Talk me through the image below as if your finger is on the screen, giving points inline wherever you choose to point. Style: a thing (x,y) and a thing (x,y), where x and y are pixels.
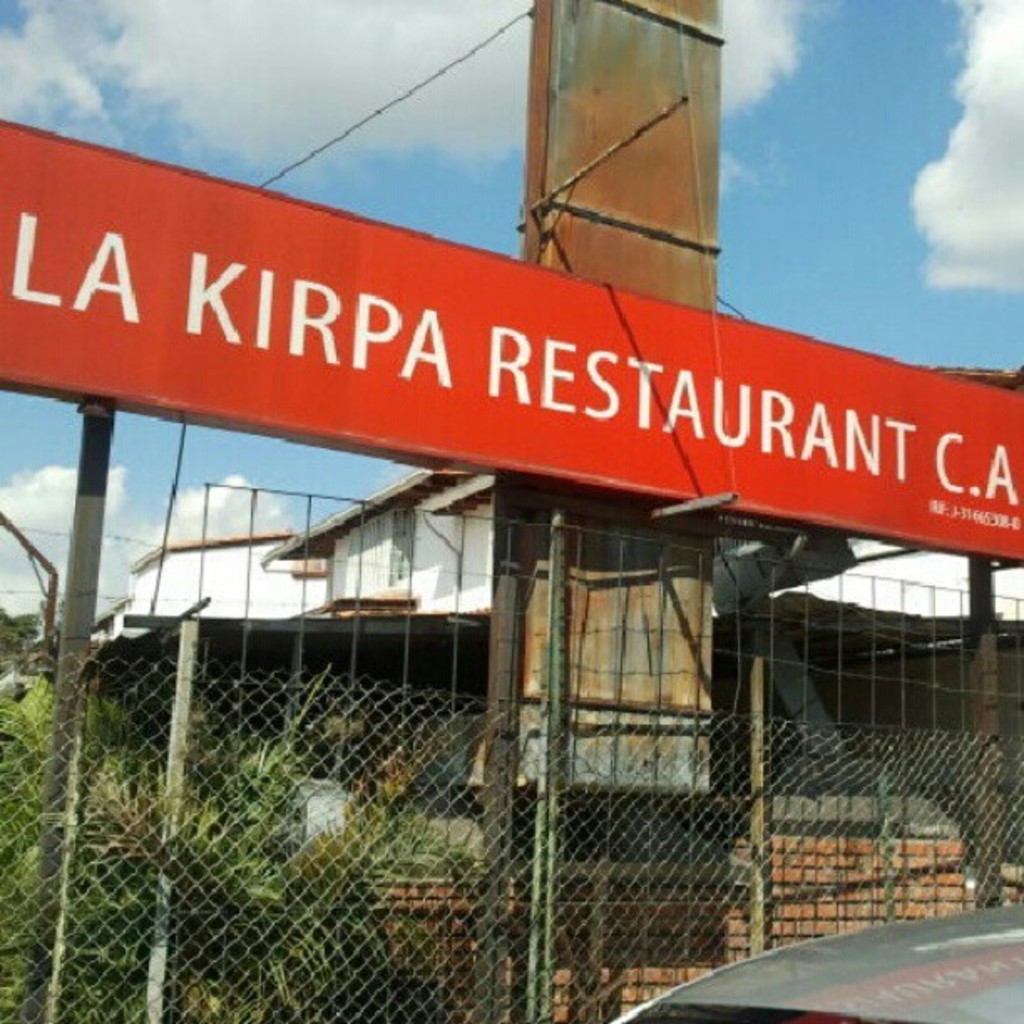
In this image we can see a house (178,550), a fence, there are plants (19,719), trees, there is a vehicle (786,997), a board (562,275) with text (363,324) on it, also we can see the cloudy sky (436,158).
